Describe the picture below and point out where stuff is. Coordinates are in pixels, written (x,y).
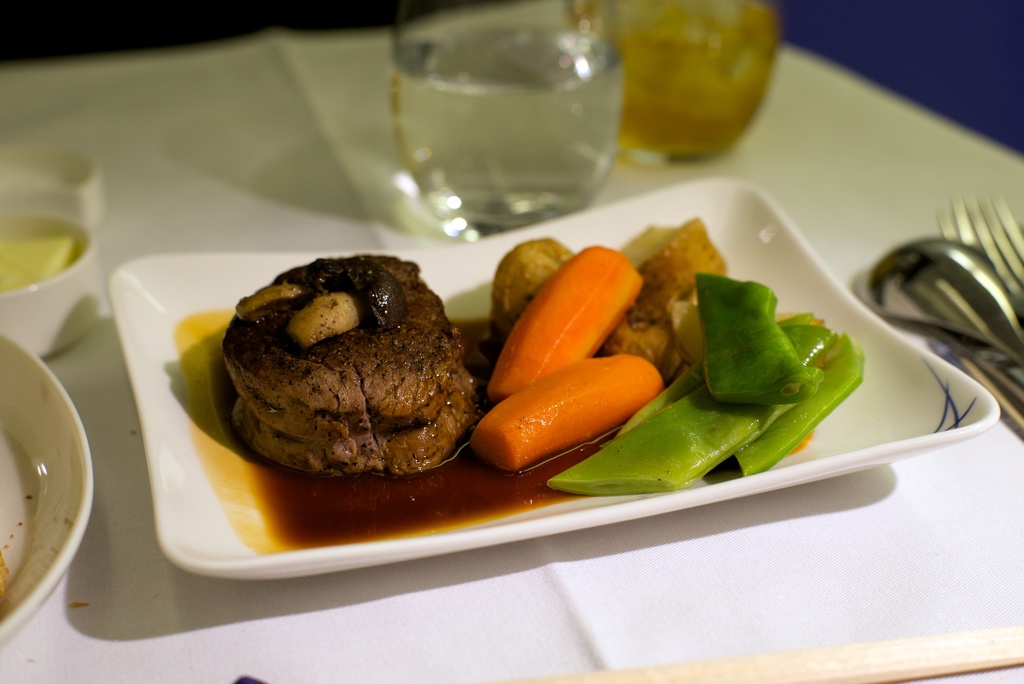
In this picture we can see food items (366,369) in a plate (479,386), here we can see a spoon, forks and some objects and these all are on the platform (828,236).
